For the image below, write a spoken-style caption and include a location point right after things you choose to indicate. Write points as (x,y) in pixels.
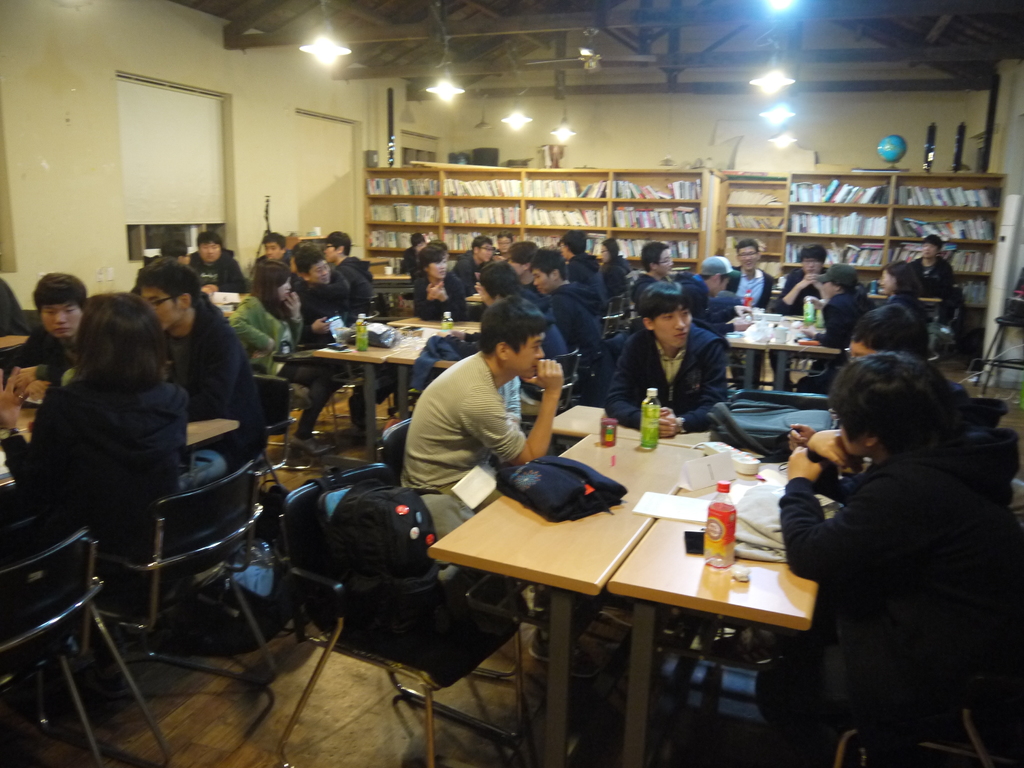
In a room (472,277) there are many people (334,368). They are sitting on a chair (397,435). There are some bags (373,538). In front of them there is a table (620,516). On the table (587,580) there is a jacket (573,493), bottle (710,533), paper (680,515). In the background (624,211) there are some cupboards (723,203). In the cupboard (482,200) there are some books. On the cupboard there is a globe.
